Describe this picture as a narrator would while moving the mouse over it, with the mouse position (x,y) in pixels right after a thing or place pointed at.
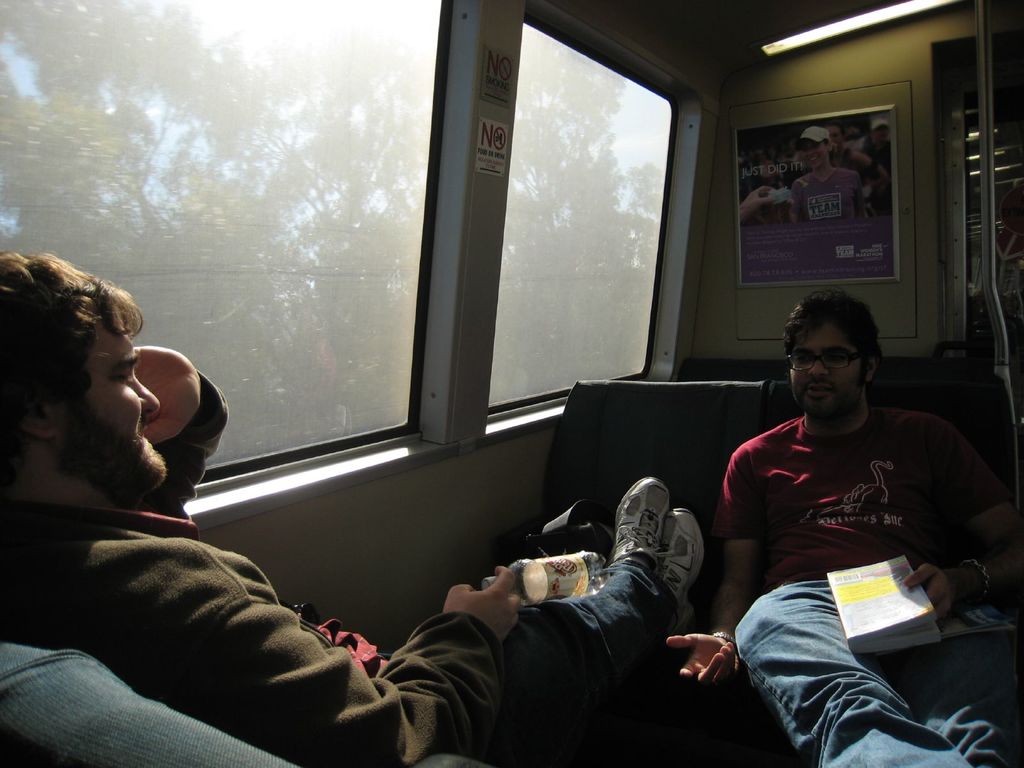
In this image we can see two people (845,493) sitting on the sofa (124,752), there is a poster (877,277) on the wall (768,80), on the left (211,100) there is a window (400,207), trees (554,183), we can see the sky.
